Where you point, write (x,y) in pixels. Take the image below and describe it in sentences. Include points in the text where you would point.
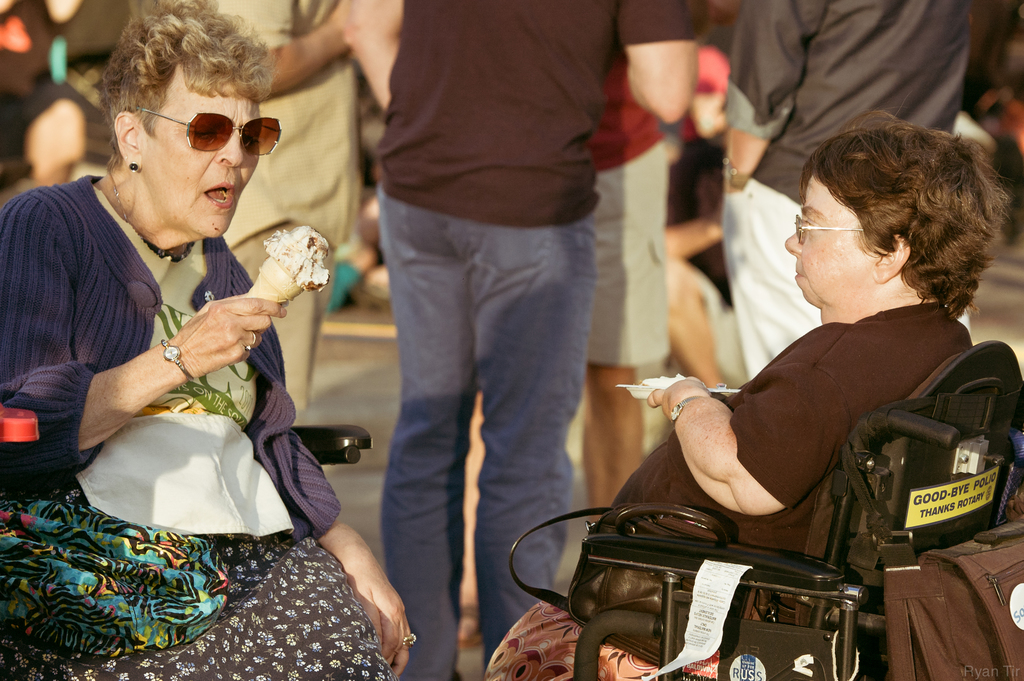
On the left corner of the picture (192,422), we see woman (104,404) in white T-shirt (186,408) and blue jacket (68,317) who is sitting on the chair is holding ice cream (296,242) in her hands (210,333) and on the right corner of the picture (821,393), woman (780,393) in black t-shirt (778,441) is holding plate (659,388) in her hand (670,410). In the middle of the picture (479,322), we see many people (523,61) standing.
